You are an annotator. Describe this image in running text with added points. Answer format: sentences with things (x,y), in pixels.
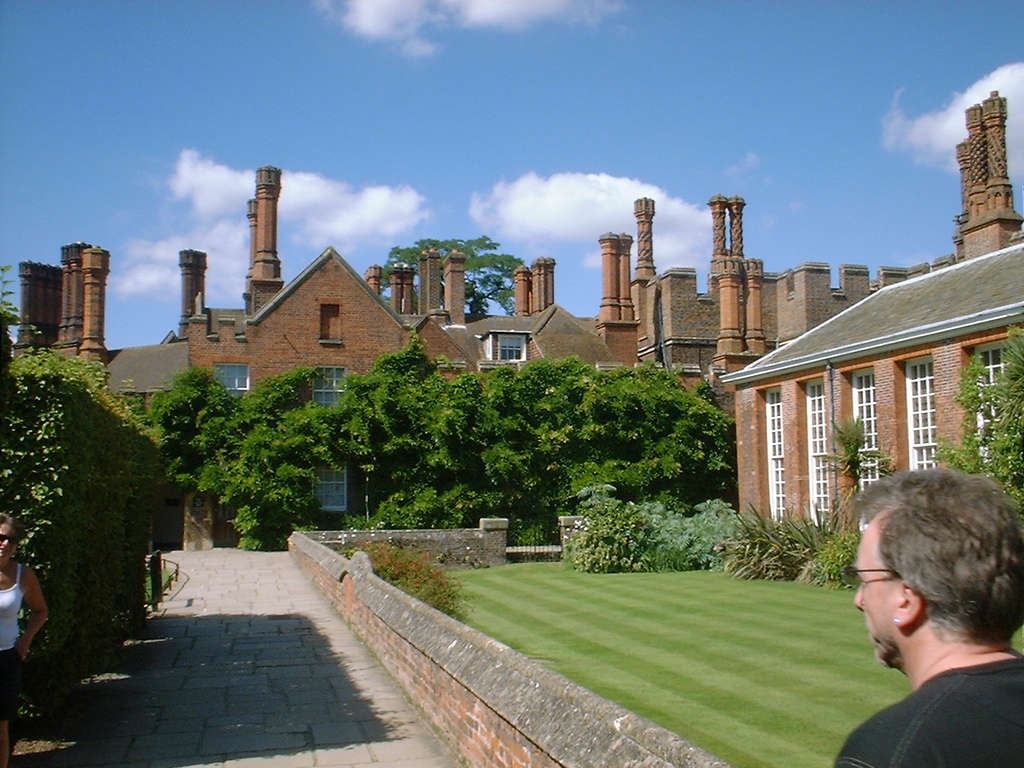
In front of the image there are two people (991,676) walking on the pavement (274,636), beside the pavement (274,552) there is grass (581,610), brick fence (328,549), gate (525,547), plants (584,557), bushes (317,480), trees (448,437) and houses (732,258), at the top of the image (503,234) there are clouds (562,227) in the sky (695,188).
